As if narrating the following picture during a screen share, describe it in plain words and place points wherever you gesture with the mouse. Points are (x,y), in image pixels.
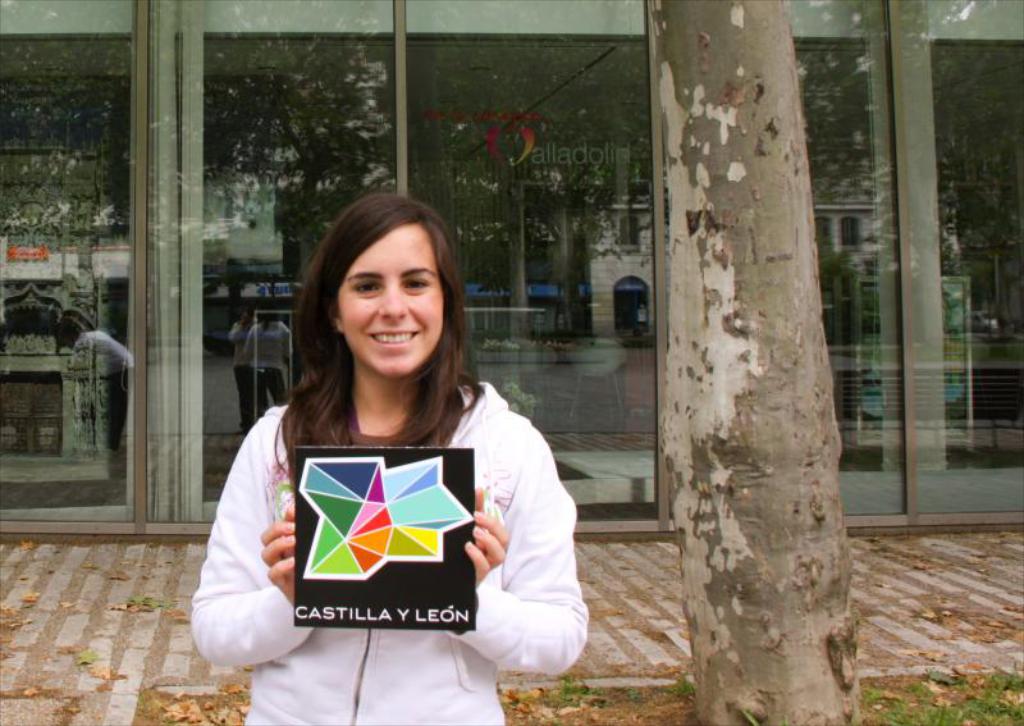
In this picture we can see a woman (244,439) holding an object (302,613) in her hands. There is a tree trunk (768,393). We can see a glass (27,349), an arch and few people (117,387) are visible on this glass (390,151). We can see a building (26,389) in the background (578,122).
